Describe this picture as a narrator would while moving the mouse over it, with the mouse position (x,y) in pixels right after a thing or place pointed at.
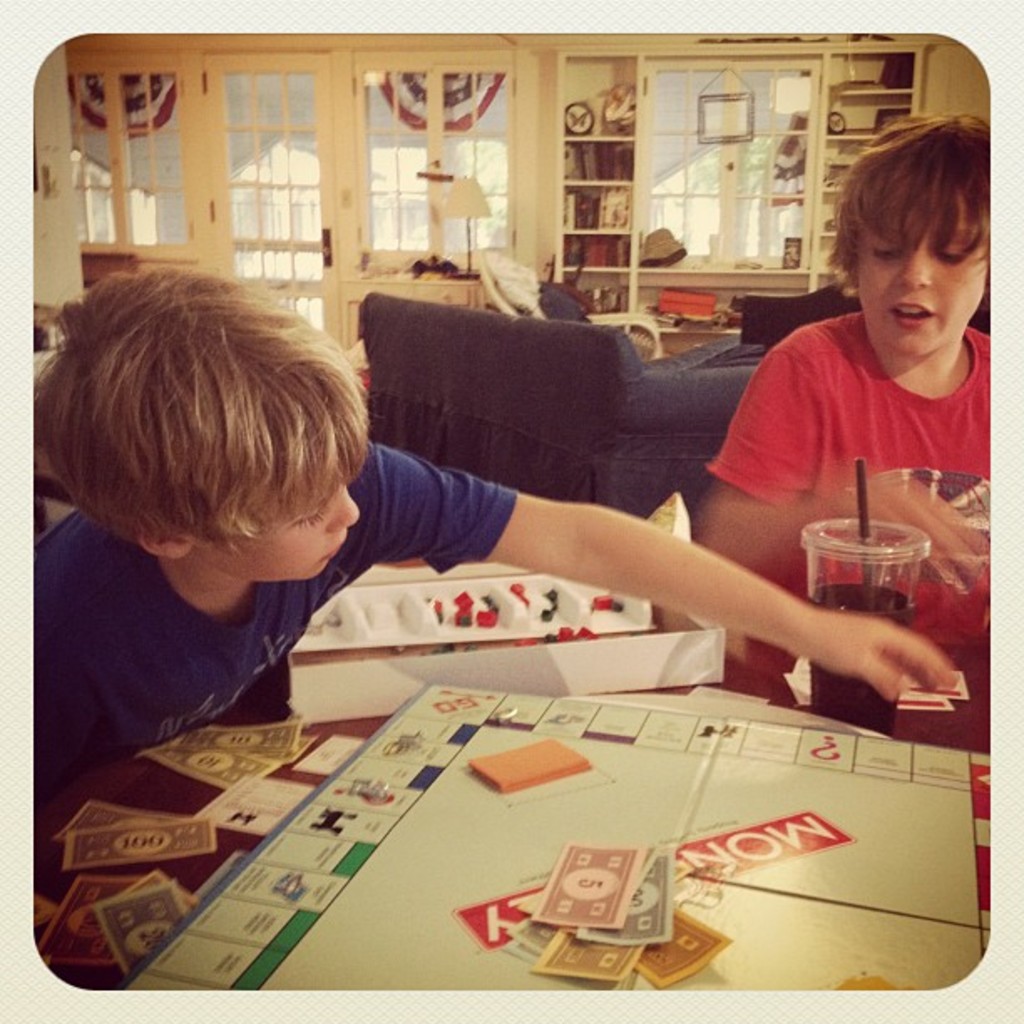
In this Image I see 2 boys (937,680) and there is a table (787,664) in front of them on which there is a board (883,881), papers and a glass (873,535). In the background (554,476) I see a sofa (469,312), windows (489,244), a door (256,83) and books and other things (582,122) in the rack (898,112).
